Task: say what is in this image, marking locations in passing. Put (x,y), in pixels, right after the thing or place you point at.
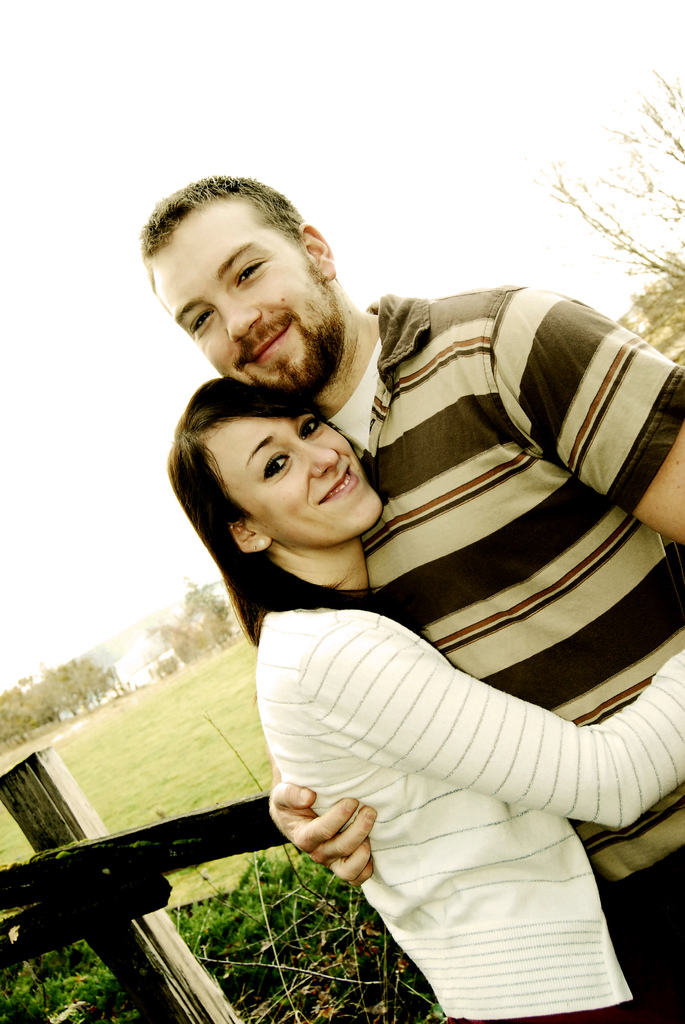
In the picture we can see a woman (579,741) and a man (597,627) hugging each other and smiling and beside them, we can see a part of the wooden railing (144,875) and behind it, we can see some plants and grass surface (174,875) and far away from it we can see some trees (54,704) and the sky (26,579).
